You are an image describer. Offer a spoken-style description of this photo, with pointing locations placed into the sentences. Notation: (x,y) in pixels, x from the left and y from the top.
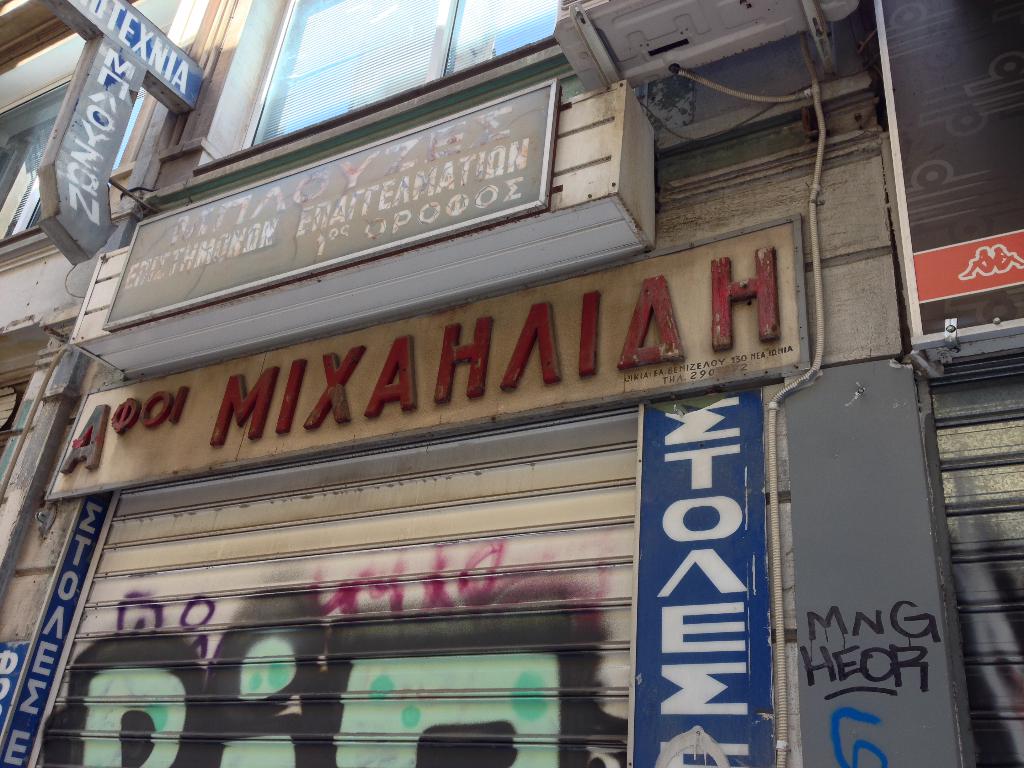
This picture might be taken outside of the building (735,226). In this image, in the middle (387,485), we can see shutters (529,558). On the right side (908,627), we can see some hoardings (751,318) and pillars (931,602). On the left side (113,125), we can also some hoardings (131,264). In the background (351,246), we can see some hoardings (468,217), glass windows (399,77).
